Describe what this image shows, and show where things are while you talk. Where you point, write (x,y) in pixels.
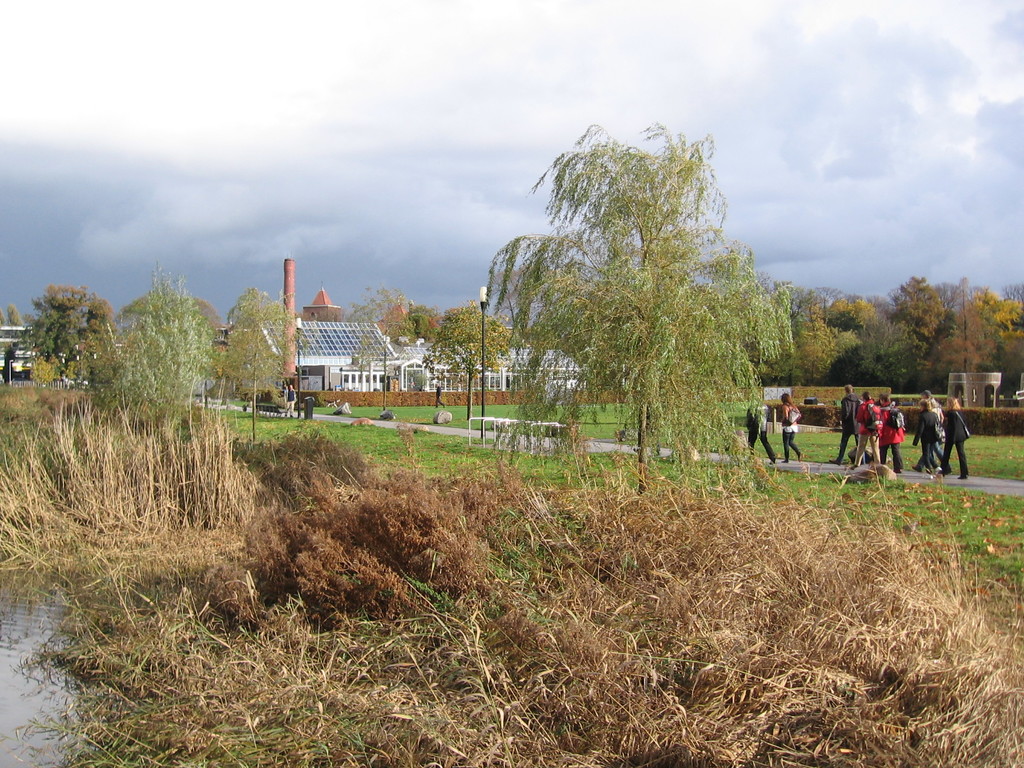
This image is taken outdoors. At the top of the image (355,151) there is a sky (604,118) with clouds (800,79). At the bottom of the image (181,666) there is a ground (161,434) with grass (729,601) and plants (712,595) on it. In the middle of the image (376,349) there are a few houses (315,333) and buildings (407,369). There are a few street lights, poles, railings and benches (272,409). On the right side of the image (896,470) a few people (941,444) are walking on the road (948,485). In the background (943,372) there are many trees (44,355) and plants (764,388).
